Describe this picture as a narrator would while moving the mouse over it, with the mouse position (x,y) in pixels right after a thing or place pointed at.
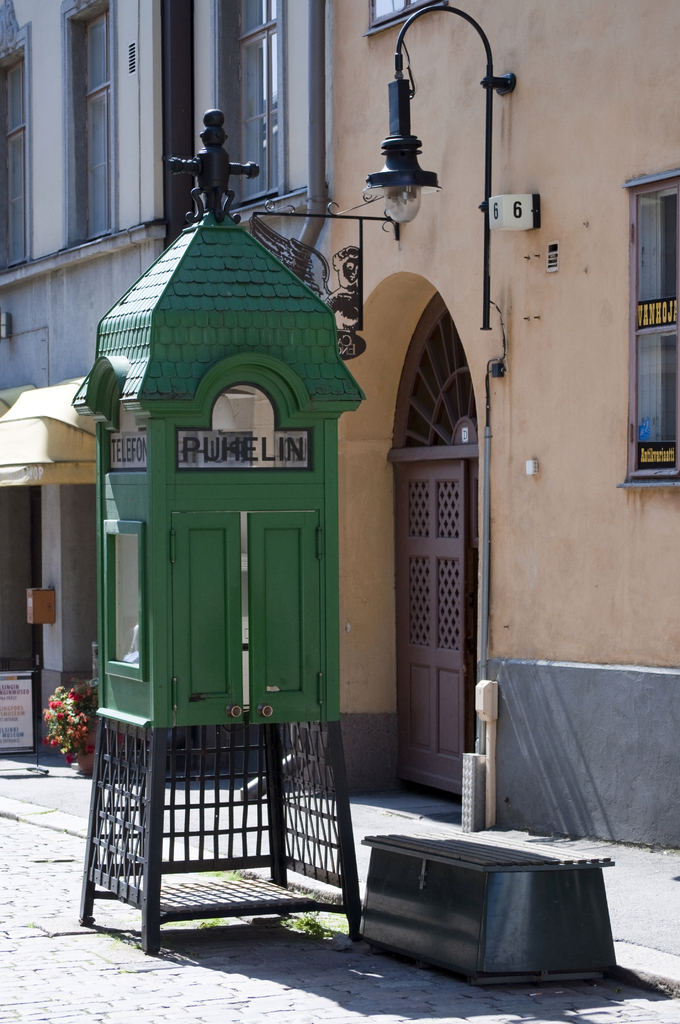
This picture is taken from outside of the building (498,535). In this image, in the middle (284,681), we can see a box (206,497), on which it is written something. On the right side (595,916), we can see a bench (545,851). On the right side (600,393), we can also see a building (557,382), street light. In the background (21,729), we can also see a hoarding (31,709), flower pot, flowers (70,730) and plants (87,732), tent (50,430), glass window (256,111). At the bottom (104,863), we can see a land (74,874) and a footpath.
